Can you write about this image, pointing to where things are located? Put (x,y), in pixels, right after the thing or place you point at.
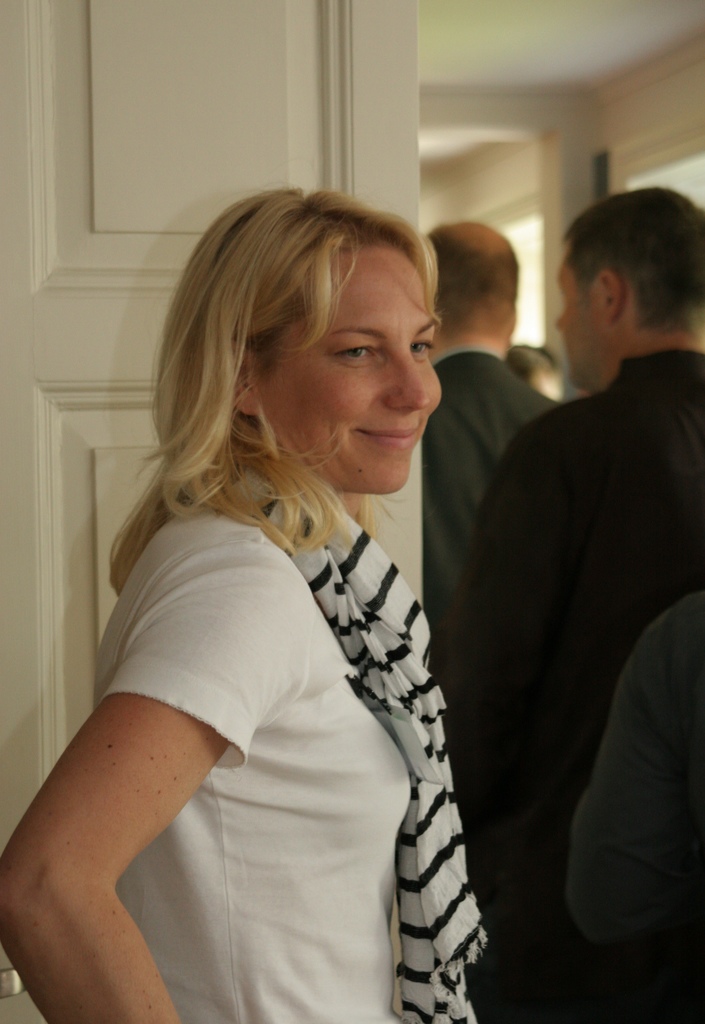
In this image we can see a woman (402,866). She is wearing a white color T-shirt (160,946) and scarf (440,899). On the right side of the image (489,436), we can see people (618,626). Behind the woman (224,487), we can see a door (111,161). We can see the roof (592,59) at the top of the image (481,47).
